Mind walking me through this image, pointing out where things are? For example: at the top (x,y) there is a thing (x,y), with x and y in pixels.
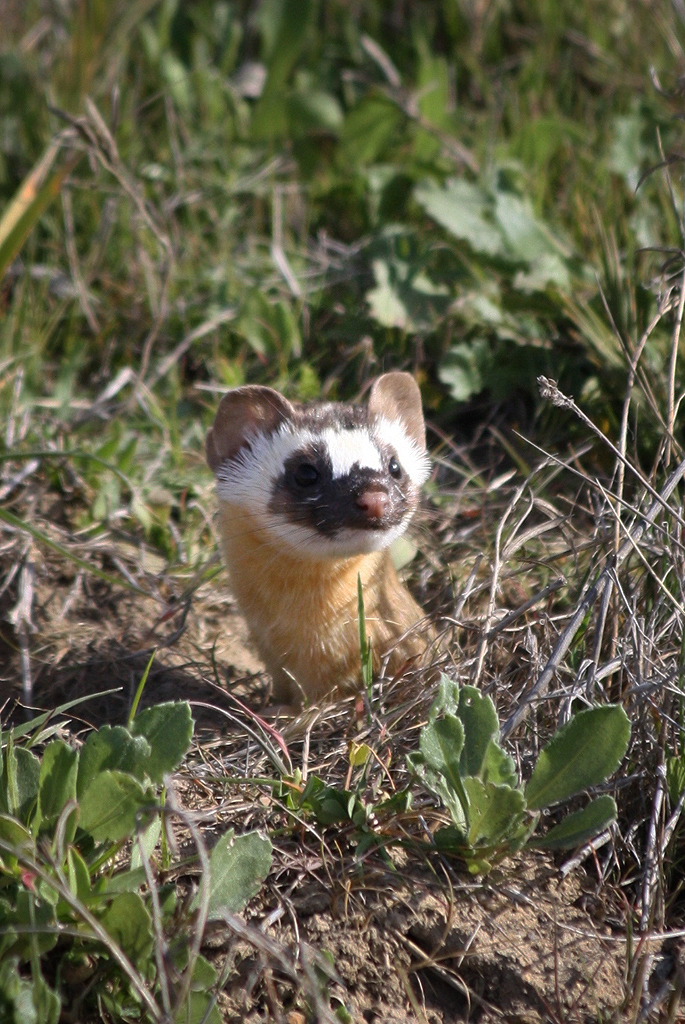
In this image I can see an animal (336,649) on the ground (345,808) and grass (260,758). This image is taken may be during a day.
